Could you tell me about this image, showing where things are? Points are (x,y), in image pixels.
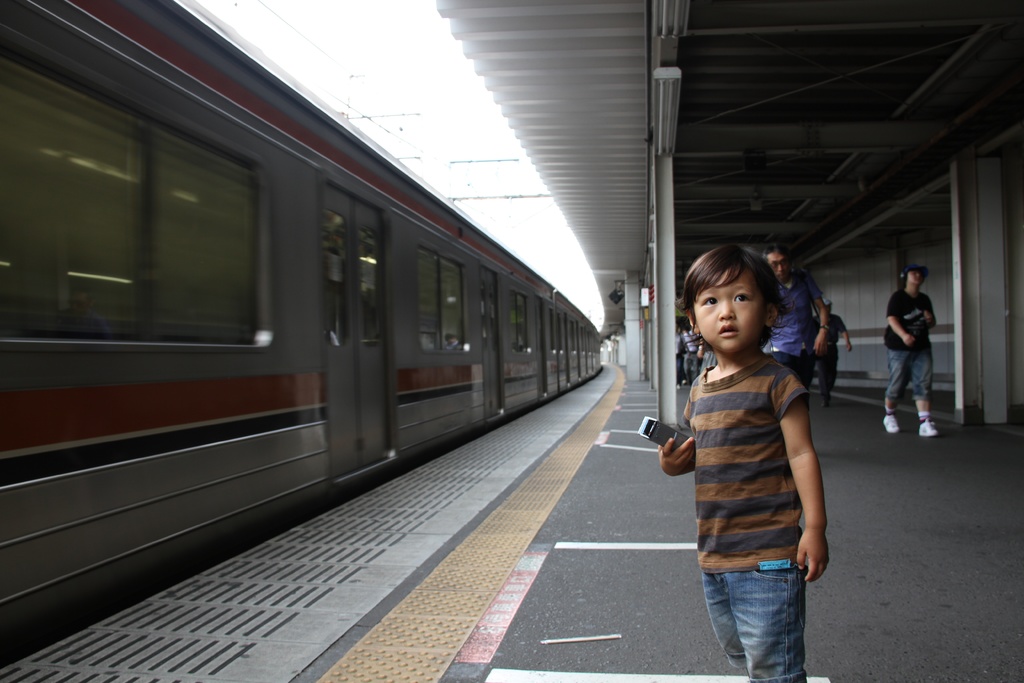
In this image we can see a group of people (926,326) standing on the ground (657,451). One boy (731,401) is holding an object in his hand (674,468). In the left side of the image (182,294) we can see a train (462,294). At the top of the image (637,119) we can see a shed (637,119), metal poles (801,148) and the sky (373,74).
